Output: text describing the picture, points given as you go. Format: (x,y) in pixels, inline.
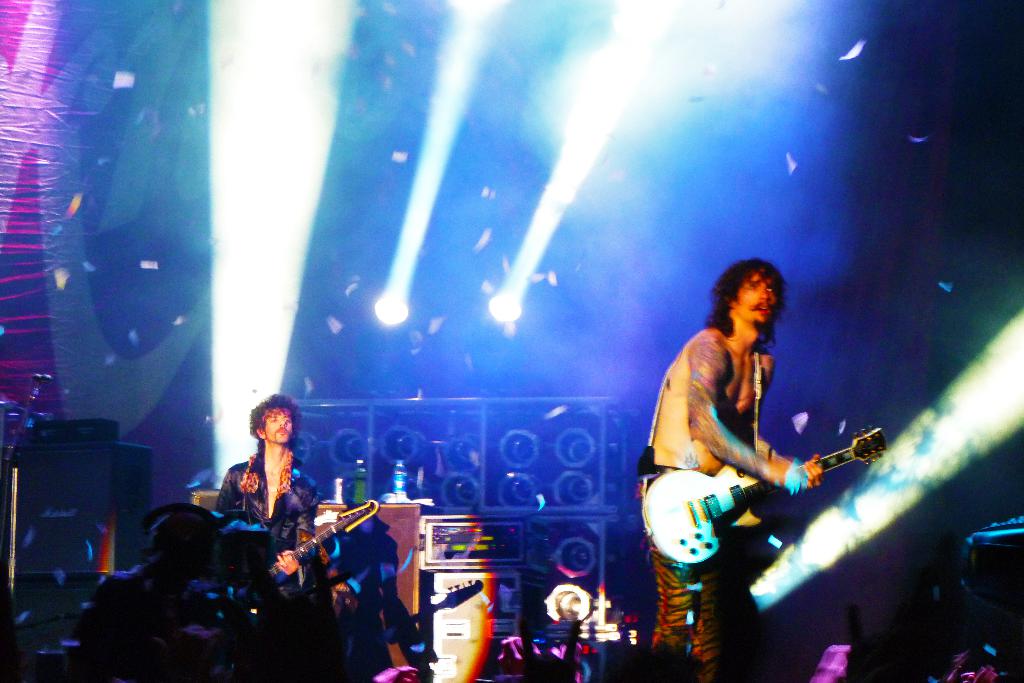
In the picture we can find a man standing and holding a guitar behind next to that man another man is holding a guitar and standing, background (45,473) we can find lights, papers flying and sound boxes (32,479).
